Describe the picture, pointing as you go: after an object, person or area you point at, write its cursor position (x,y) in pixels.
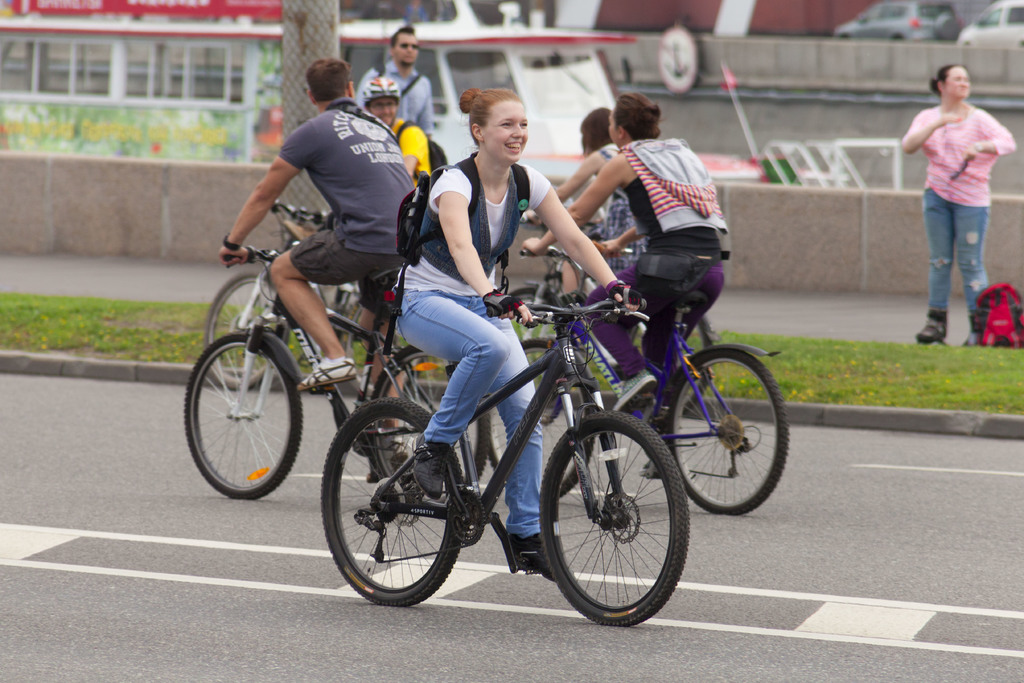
In this picture we can see a group of people (506,194) riding bicycles (230,407) on road (771,526) and aside to this road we have grass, woman (913,122) and man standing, pillar (315,27), boat (268,59).
